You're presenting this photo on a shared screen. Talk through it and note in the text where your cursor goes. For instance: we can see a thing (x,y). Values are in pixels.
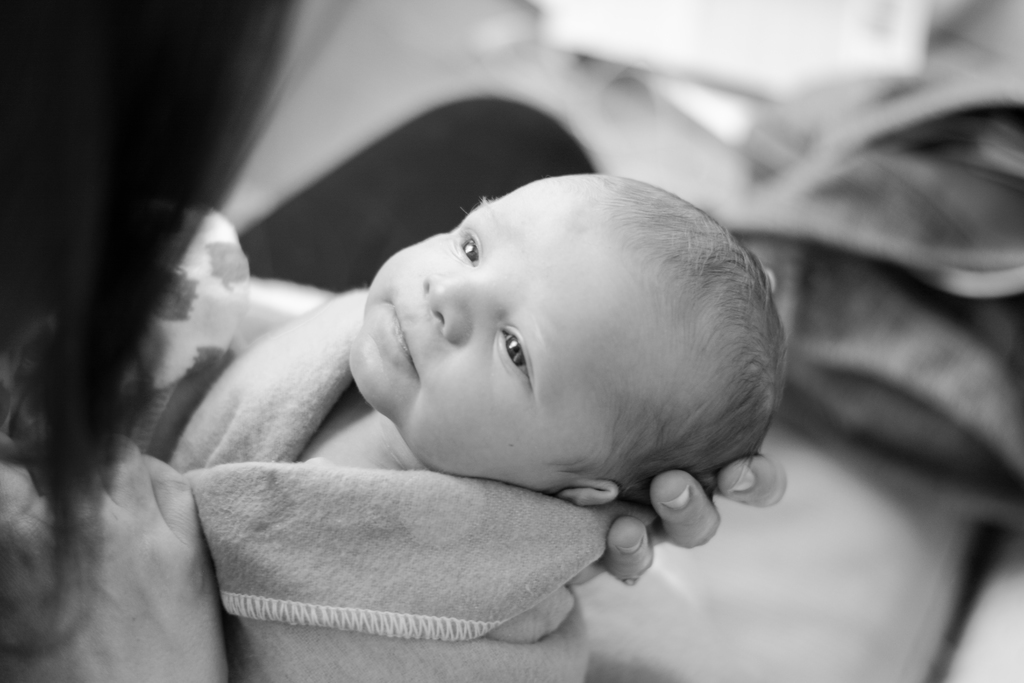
This is a black and white image as we can see there is one person (142,456) is holding a baby (402,464) on the left side of this image (192,408).
